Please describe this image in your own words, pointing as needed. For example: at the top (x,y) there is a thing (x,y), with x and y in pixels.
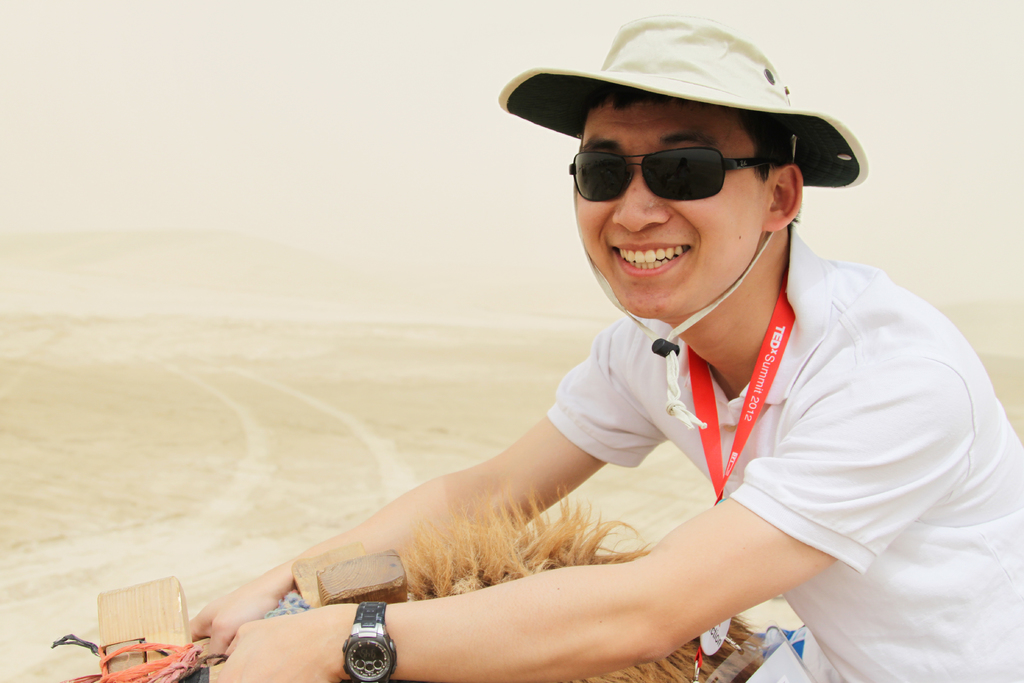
In this picture I can observe a man (740,382) on the right side (815,382). He is wearing spectacles (684,178) and a hat (677,89) on his head (641,206). I can observe red color tag (700,399) in his neck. Man (664,412) is smiling. In the background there is an open land (225,306).
